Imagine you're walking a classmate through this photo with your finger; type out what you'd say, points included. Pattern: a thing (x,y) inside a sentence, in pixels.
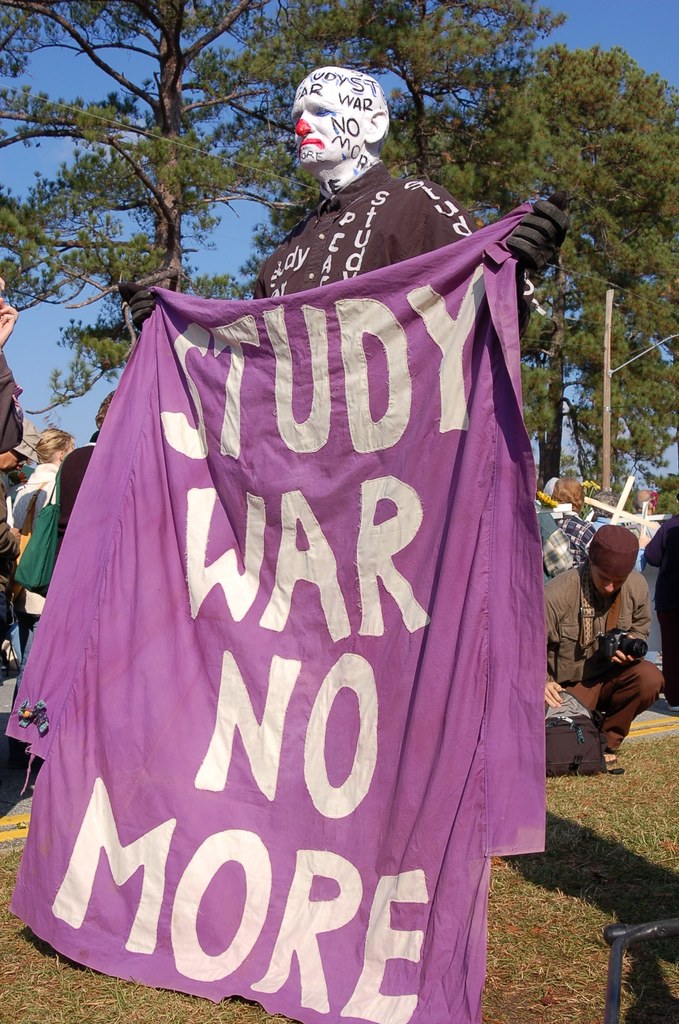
In this picture we can see a man (374,131) with painting (338,75) on his face (310,160) and holding a banner (320,610) with his hands (523,233). In the background (558,702) we can see a group of people (12,538), grass (627,789), trees (91,119), some objects (573,736) and the sky (230,240).
